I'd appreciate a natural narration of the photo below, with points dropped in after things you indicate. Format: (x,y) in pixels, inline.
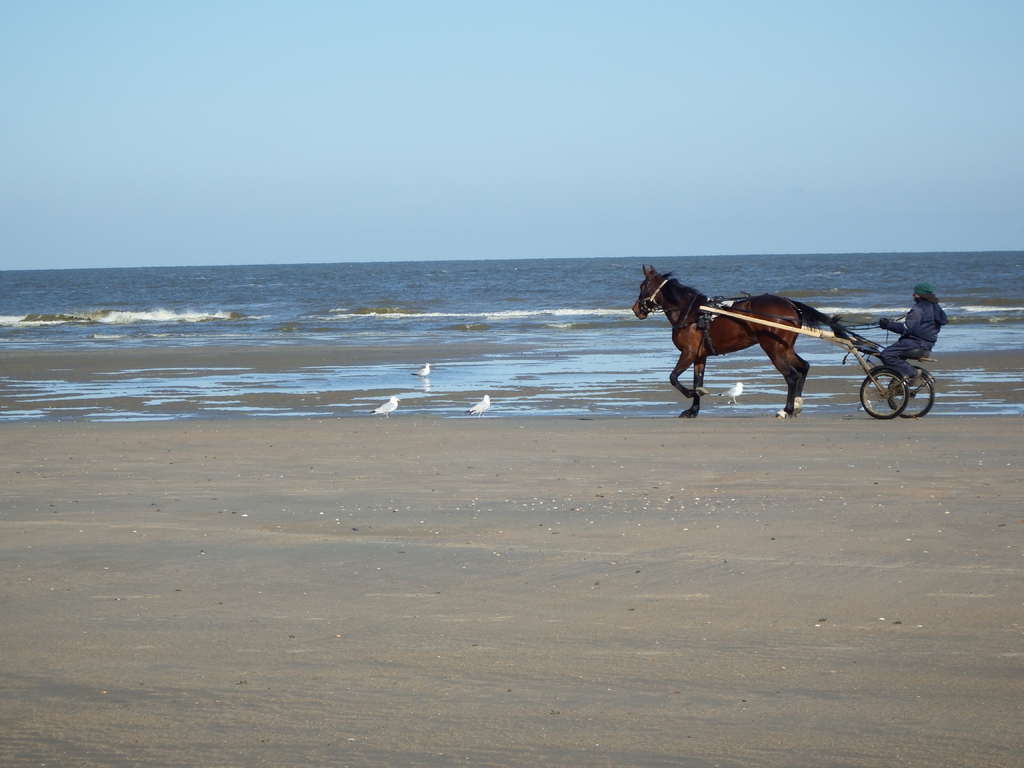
In this picture we can see a horse (774,308), birds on the ground (470,432) and a person (908,343) sitting at the back of this horse (729,333) and in the background (505,307) we can see water (859,258), sky (572,204).
